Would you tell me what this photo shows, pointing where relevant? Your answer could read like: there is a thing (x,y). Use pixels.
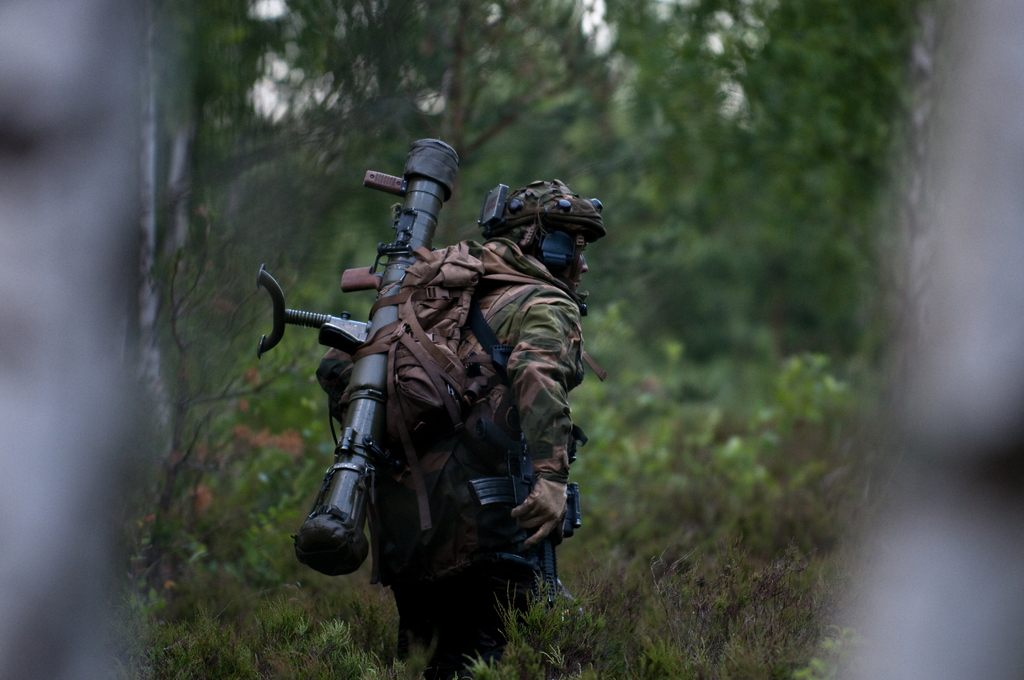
Here in this picture we can see a man (488,324) wearing a military dress (508,300) with helmet (541,225) and carrying a bag (433,325) and rocket launcher (359,328) behind him, standing on the ground (392,622), which is fully covered with plants (282,538) and grass (656,551) and we can also see trees (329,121) in the front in blurry manner.
